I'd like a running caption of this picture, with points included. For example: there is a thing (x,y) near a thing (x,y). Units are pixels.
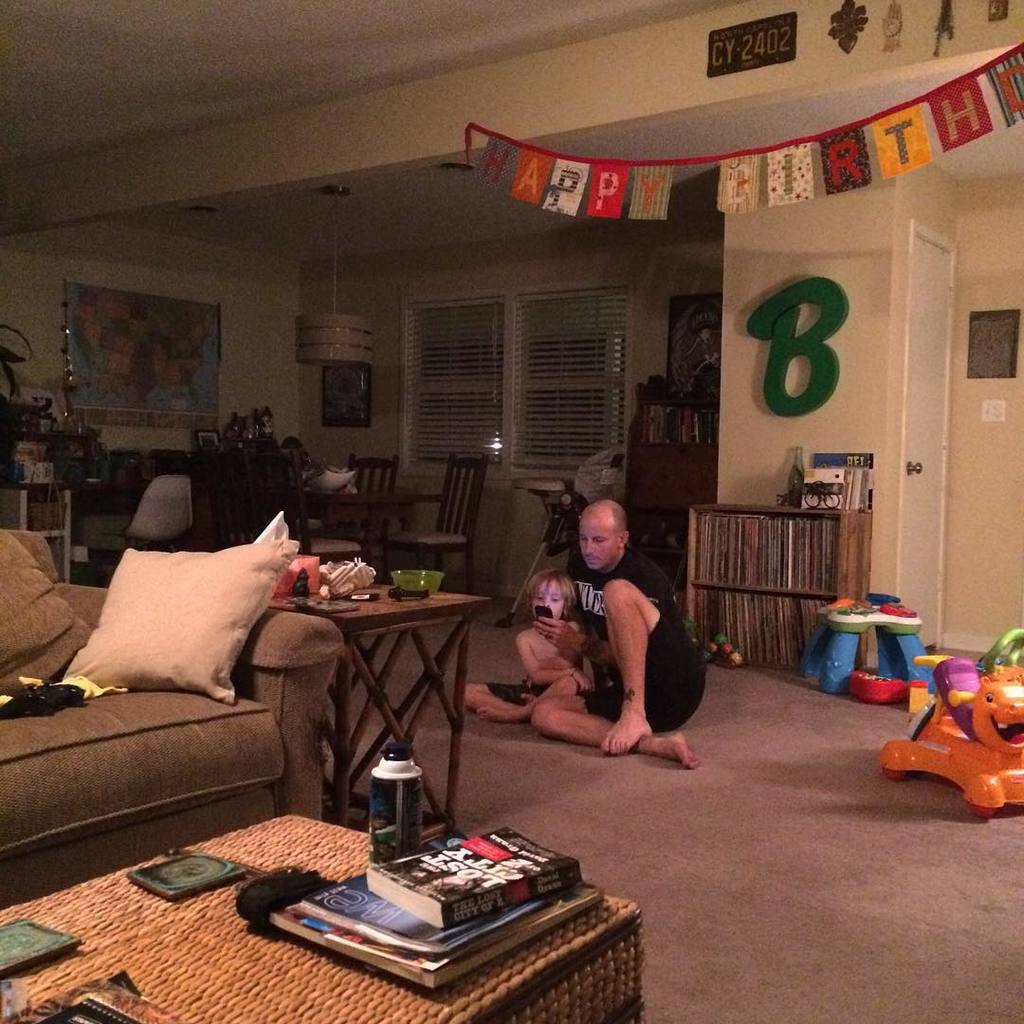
In this image I see a man (577,570) who is sitting with the child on the floor (694,830), I can also there is a sofa (268,773), few tables (600,1016) and things (279,548) on it. I can also see there are few toys (1023,641). In the background (777,575) I see the chairs (379,473), window (478,437), rack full of books (870,499) in it and the wall (746,359).
